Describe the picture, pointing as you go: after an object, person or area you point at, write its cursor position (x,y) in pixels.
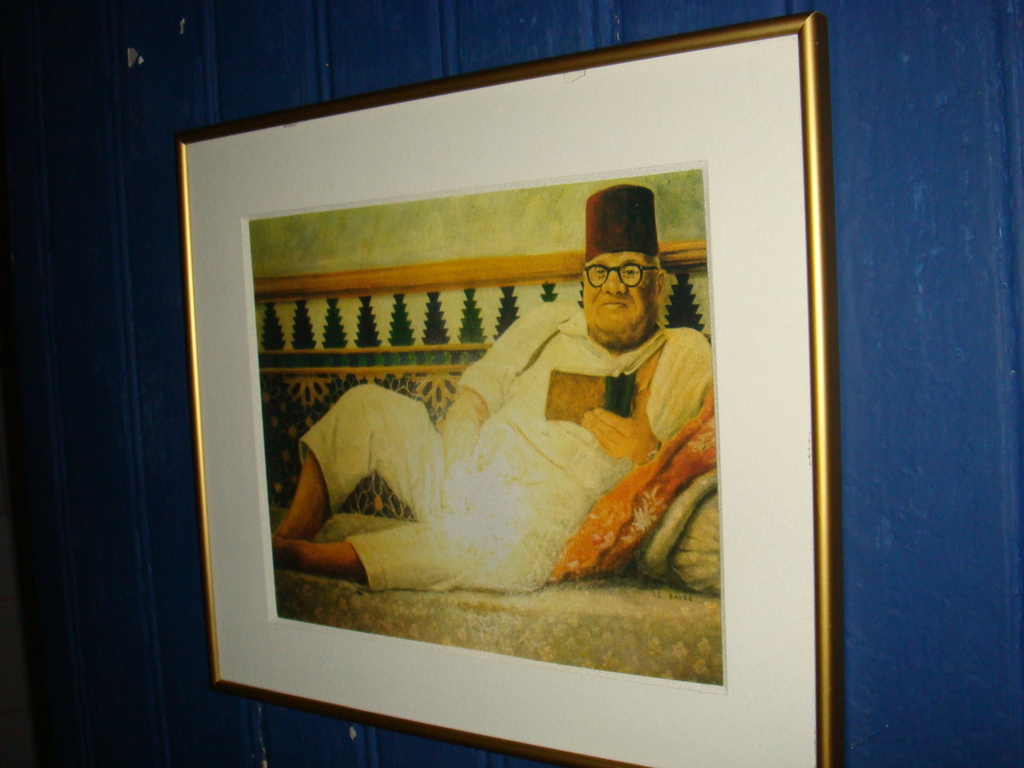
In this image we can see a photo frame (476,253) attached to the wall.
